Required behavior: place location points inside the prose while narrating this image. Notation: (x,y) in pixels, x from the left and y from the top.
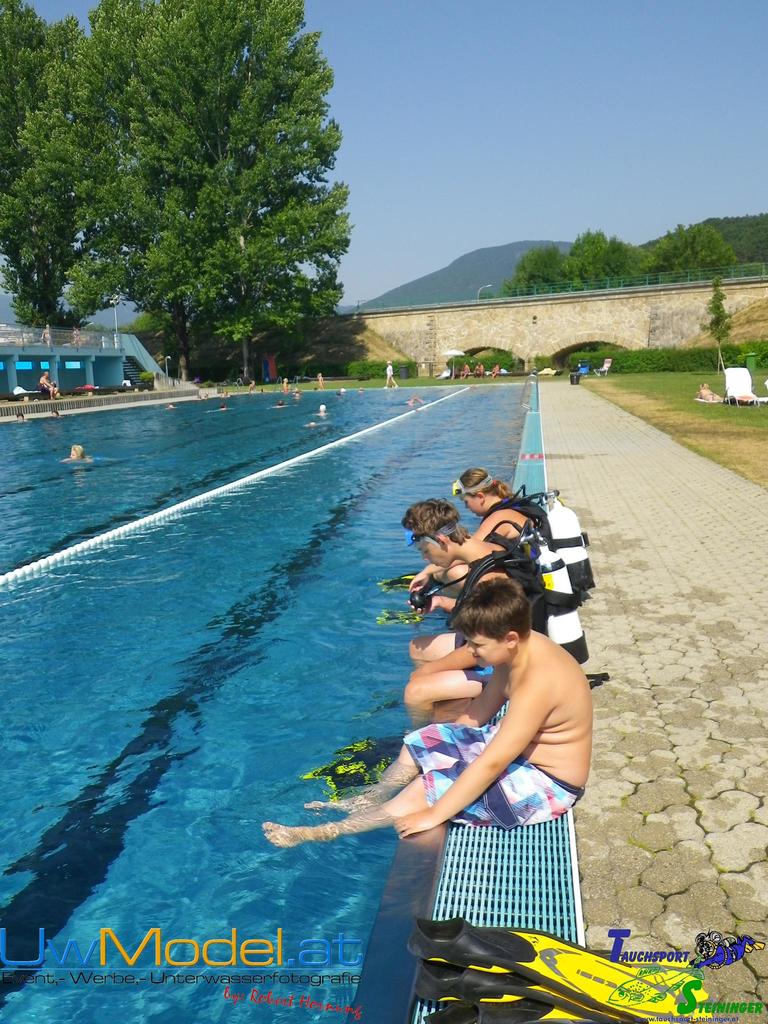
In this image I can see the ground (676,551), a swimming pool (186,634) and few persons (516,722) sitting on the ground (668,545). I can see few of them are wearing cylinders (547,563). In the background (574,285) I can see few persons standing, few persons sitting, few persons (321,406) in the water (227,431), few trees (163,285) which are green in color, a bridge (658,287), a beach bed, a mountain (494,265) and the sky (503,100).
